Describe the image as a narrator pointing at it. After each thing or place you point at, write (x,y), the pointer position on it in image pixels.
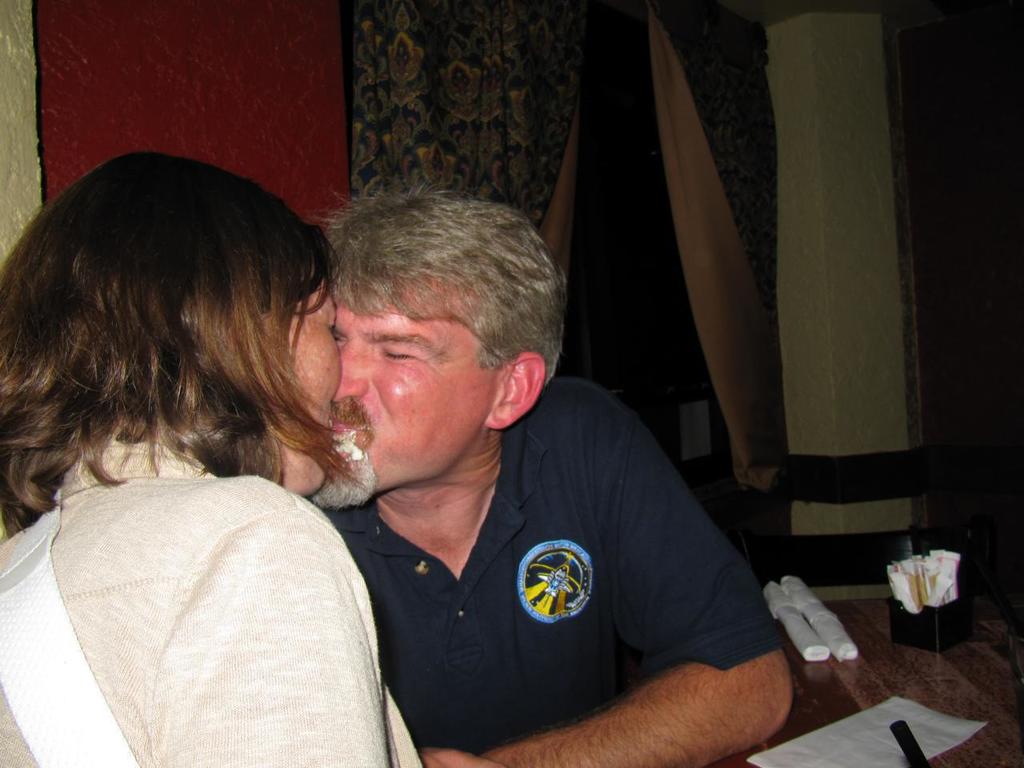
In this image I can see a woman (89,578) wearing white dress (179,570) and a man (508,609) wearing black dress (533,636) are sitting on chairs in front of a table (843,690) and on the table (873,649) I can see few tissue papers (840,757) and few other objects (930,630). In the background (879,222) I can see the wall (864,284), the window (678,268) and the curtain (750,192).
